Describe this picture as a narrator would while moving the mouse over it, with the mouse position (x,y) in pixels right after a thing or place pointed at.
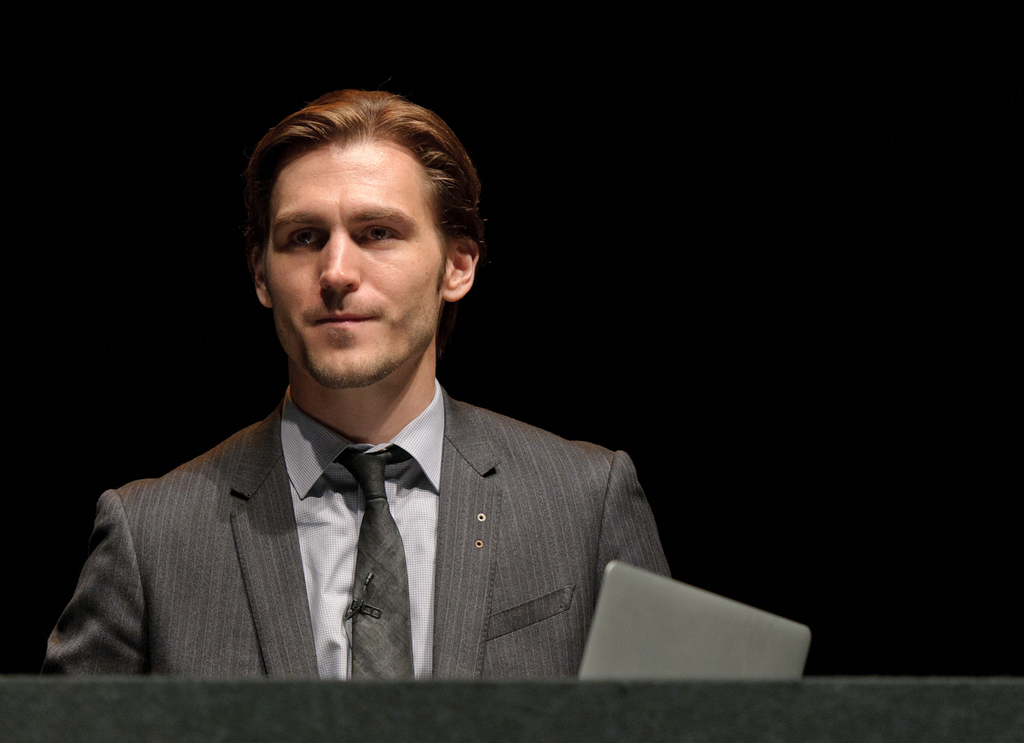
This image is taken indoors. In this image the background is dark. At the bottom of the image (356,724) there is a table (560,712). In the middle of the image (345,393) there is a man (323,498) and there is a laptop (637,623) in front of him. He has worn a suit (495,565), a tie (375,596) and a shirt (322,570).
